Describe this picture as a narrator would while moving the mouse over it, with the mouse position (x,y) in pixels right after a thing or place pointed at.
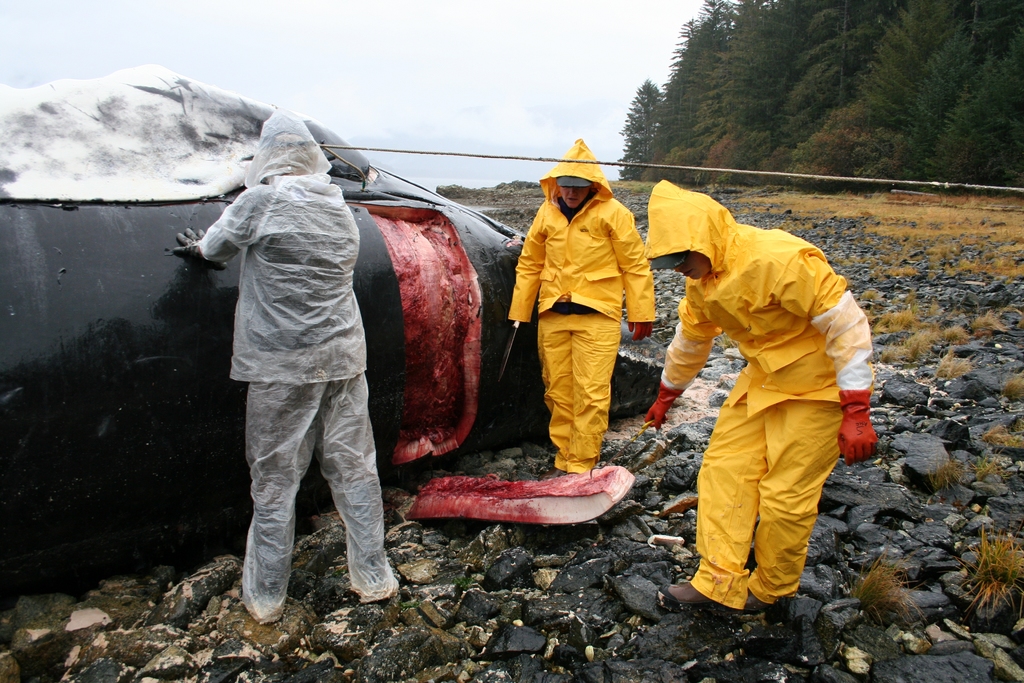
In the image we can see there is an animal (431,256) lying on the ground (669,495) and its flesh (468,501) is on the ground (548,570). There are stones (410,680) on the ground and there is rope (653,165). There are three people (561,209) standing and they are wearing plastic suits (513,297). Behind there are trees (949,60) and the sky (483,95) is cloudy.
